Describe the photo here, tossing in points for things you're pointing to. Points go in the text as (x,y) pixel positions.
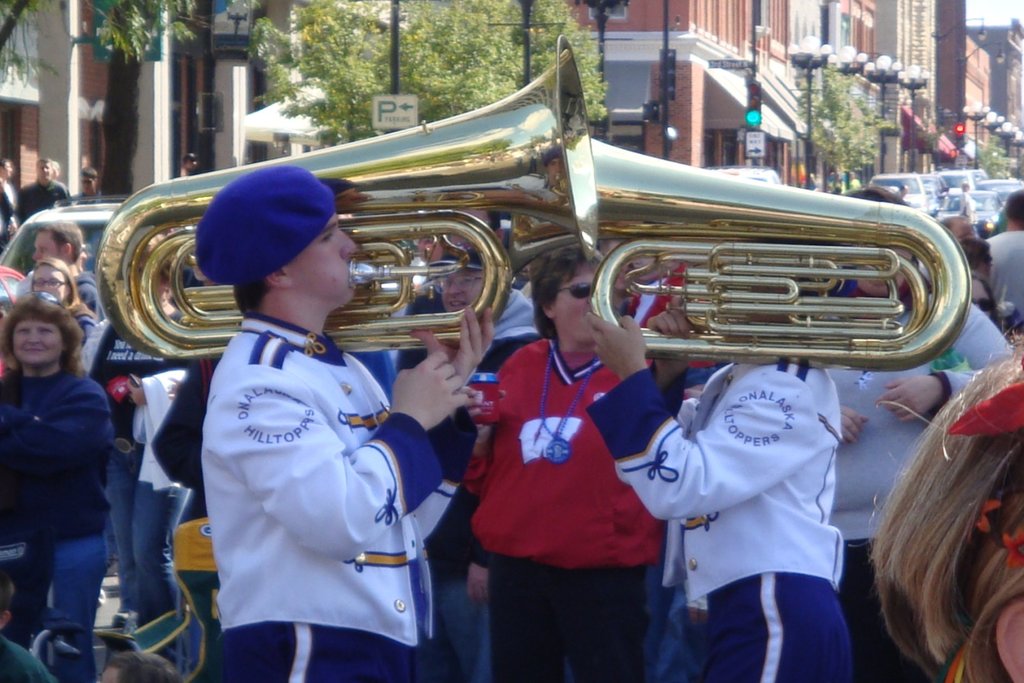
In this image we can see two persons (304,328) holding the musical instruments (442,186) and standing. We can also see the people (1007,235) in the background (950,376). Image also consists of trees (439,74), buildings (782,94), light poles (752,129), sign board poles (390,111) and also the vehicles (921,182).
